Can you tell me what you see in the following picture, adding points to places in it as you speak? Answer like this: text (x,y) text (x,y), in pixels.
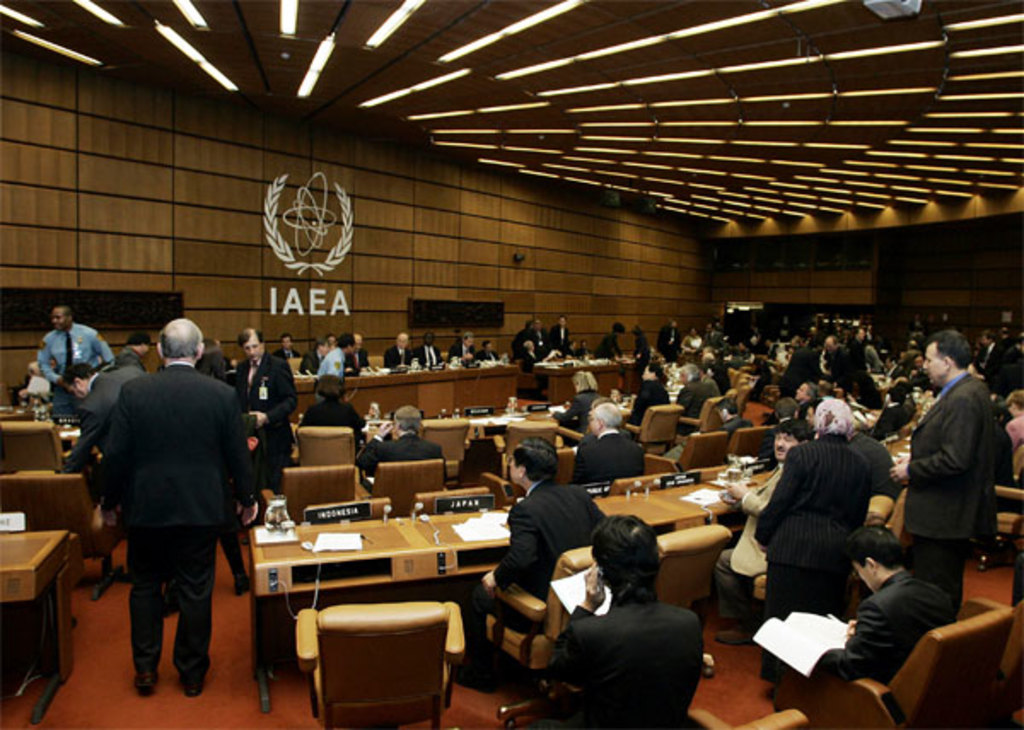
In this Image I see number of people (344,347), in which most of them are sitting on chairs (1009,533) and few of them are standing, I can also see that most of them are wearing suits (679,715) and there are tables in front of them on which there are papers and other things (689,474). In the background (9,237) I see the wall (295,337) and I see a logo (348,223), a word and lights (66,56) on the ceiling (824,39).
